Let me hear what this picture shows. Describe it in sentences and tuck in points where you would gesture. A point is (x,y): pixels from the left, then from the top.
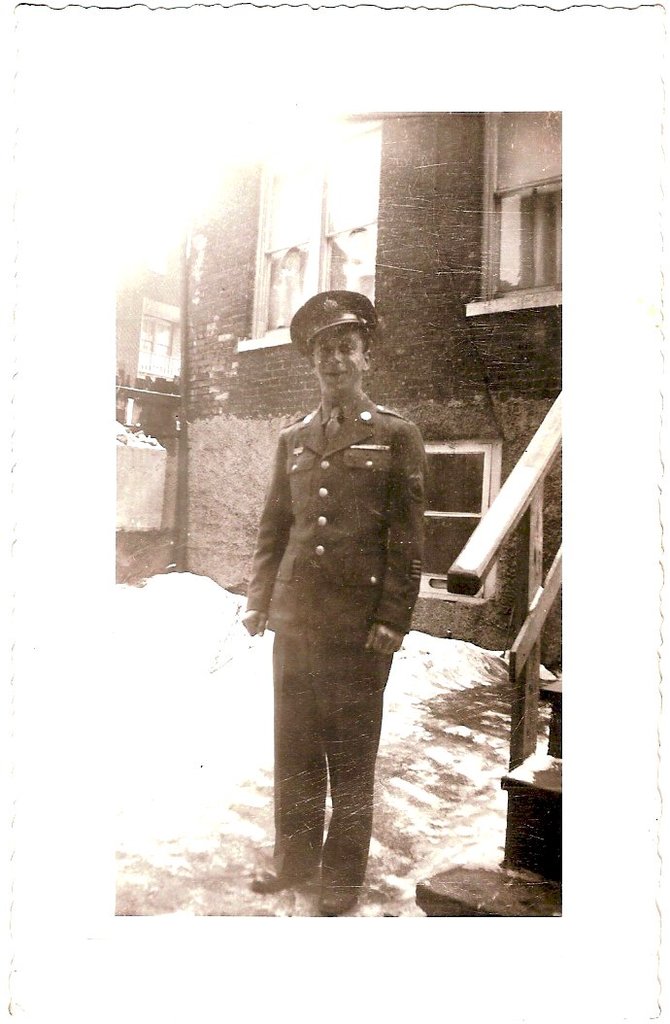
In this image, we can see photo (231,223) of a picture (160,289). There is a person (404,500) standing in front of the building (317,222). This person (411,432) is wearing clothes (342,526) and cap (332,312). There is a staircase (523,627) on the right side of the image (527,508).
